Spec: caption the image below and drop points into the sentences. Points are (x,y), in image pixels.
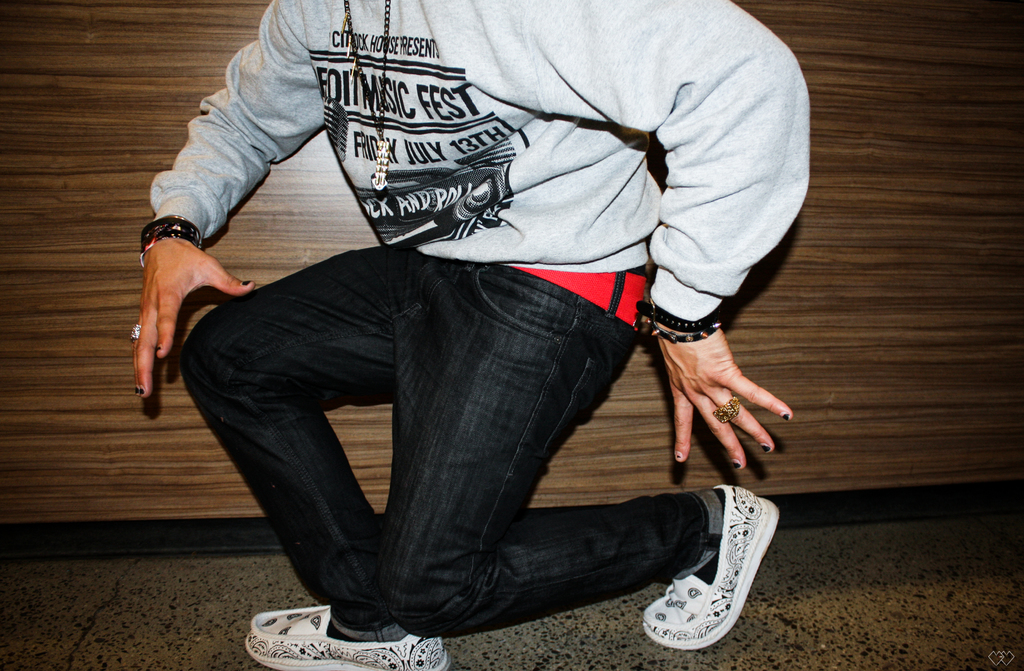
In the center of the image (409,292) there is a person (461,328) on the floor (675,660). In the background (938,368) there is a wooden wall (104,42).
